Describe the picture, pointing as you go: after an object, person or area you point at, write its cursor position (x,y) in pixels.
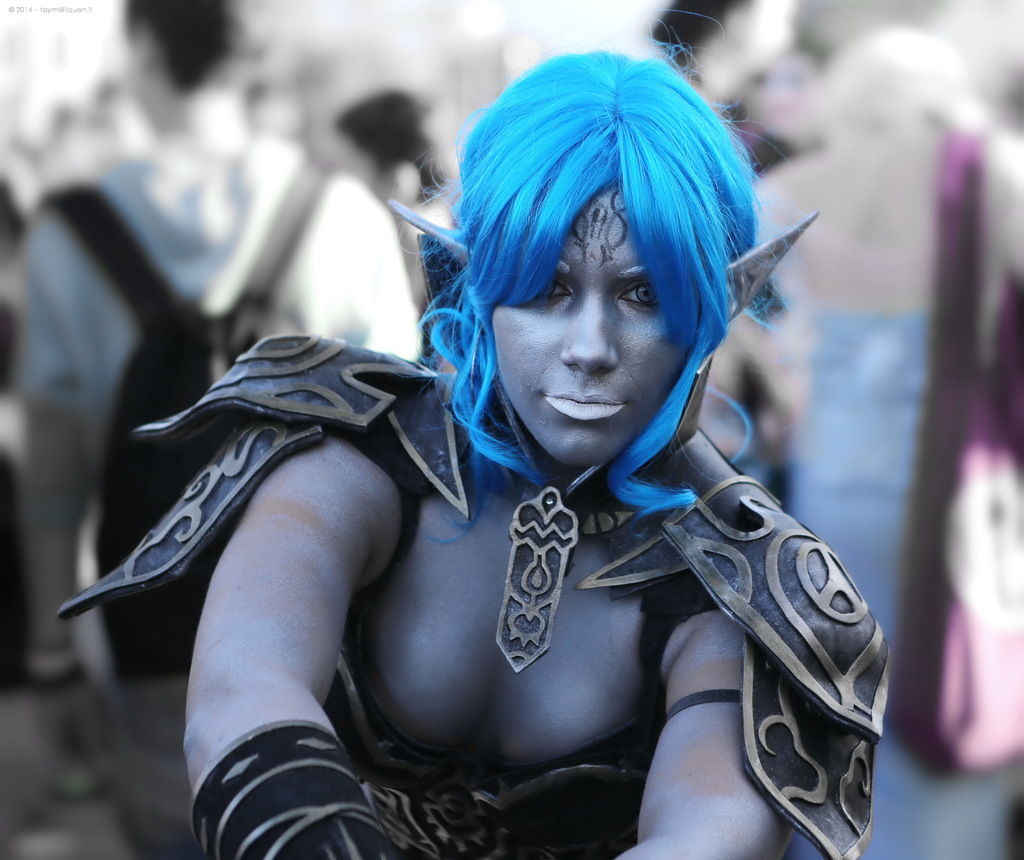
This image there is a woman (396,684) standing. She is wearing a costume (512,648). Behind her there are a few people (721,434) standing. They are wearing bags (248,342). The background (208,347) is blurry.
